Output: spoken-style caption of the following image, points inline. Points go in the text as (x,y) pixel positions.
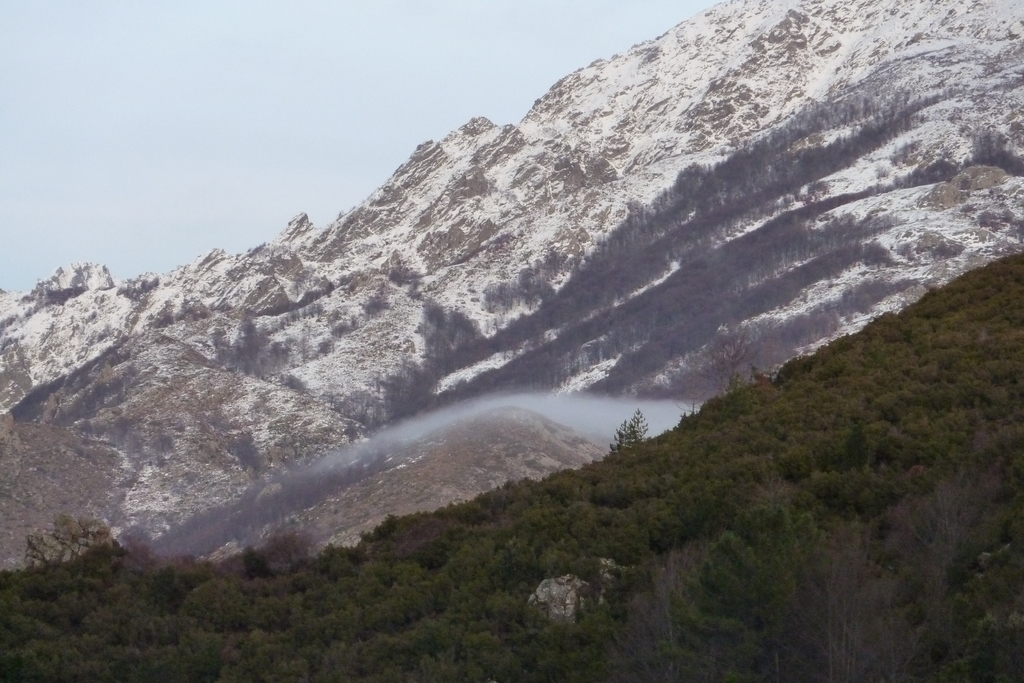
In this picture there are trees (526,658) at the bottom side of the image (519,516) and there are mountains (492,253) in the background area of the image (511,220).
